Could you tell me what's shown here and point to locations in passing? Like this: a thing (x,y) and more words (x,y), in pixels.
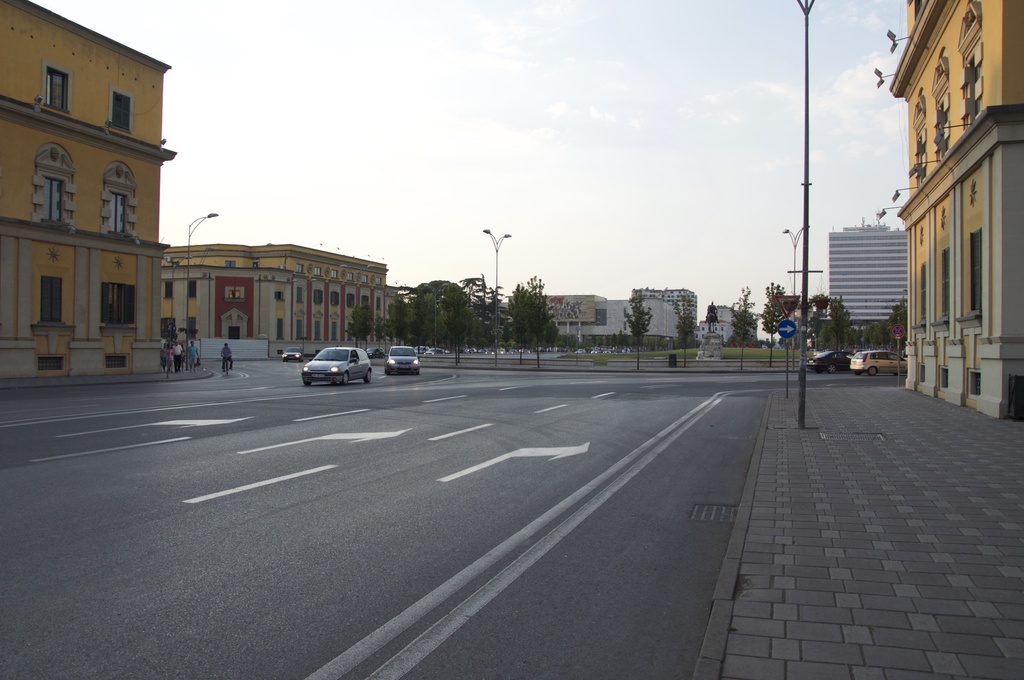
In this image, we can see few buildings (37,360), trees (476,311), street lights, poles (802,364), sign board (784,332), walkways (1008,466), roads (268,410) and few people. Here we can see few vehicles (411,355) on the roads (504,540). Background (465,134) there is the sky (495,118).
